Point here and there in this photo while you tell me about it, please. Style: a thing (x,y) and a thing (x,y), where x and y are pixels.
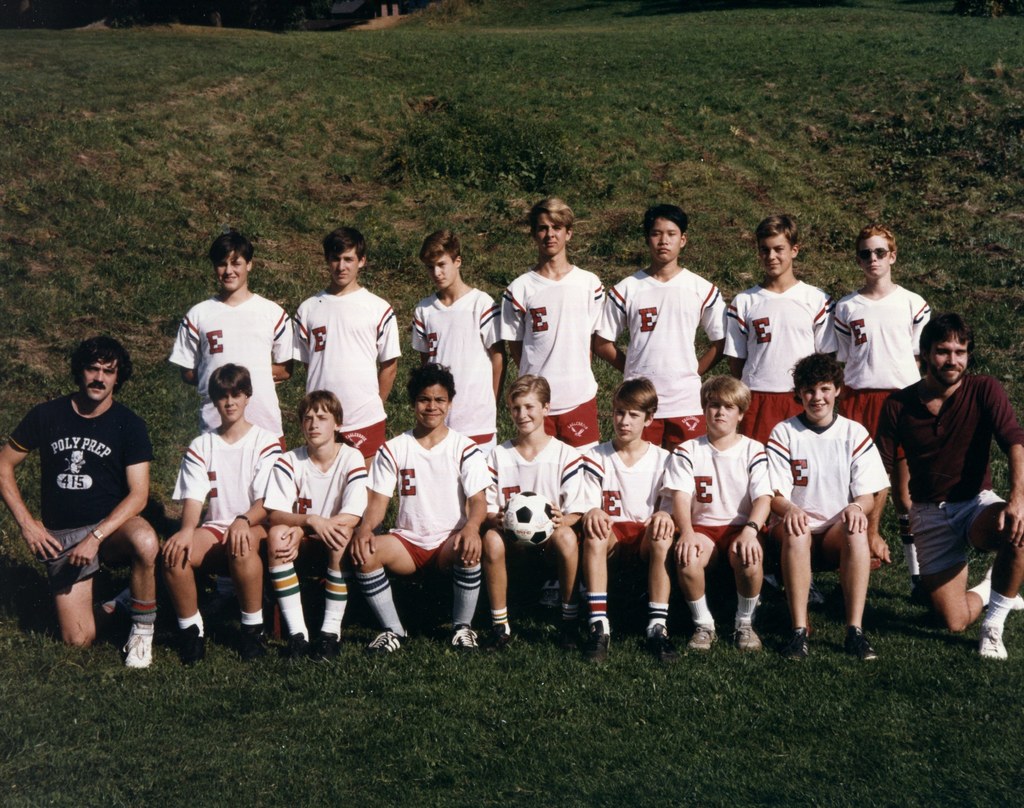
As we can see in the image in the front (910,337) there are group of people (628,416). The men (99,510) on the left (73,412) and on the right (962,472) are wearing black and maroon color shirts (996,382) and the people (850,337) in the middle (577,363) are wearing white color t shirts (570,378). There is grass (429,639) all around.
